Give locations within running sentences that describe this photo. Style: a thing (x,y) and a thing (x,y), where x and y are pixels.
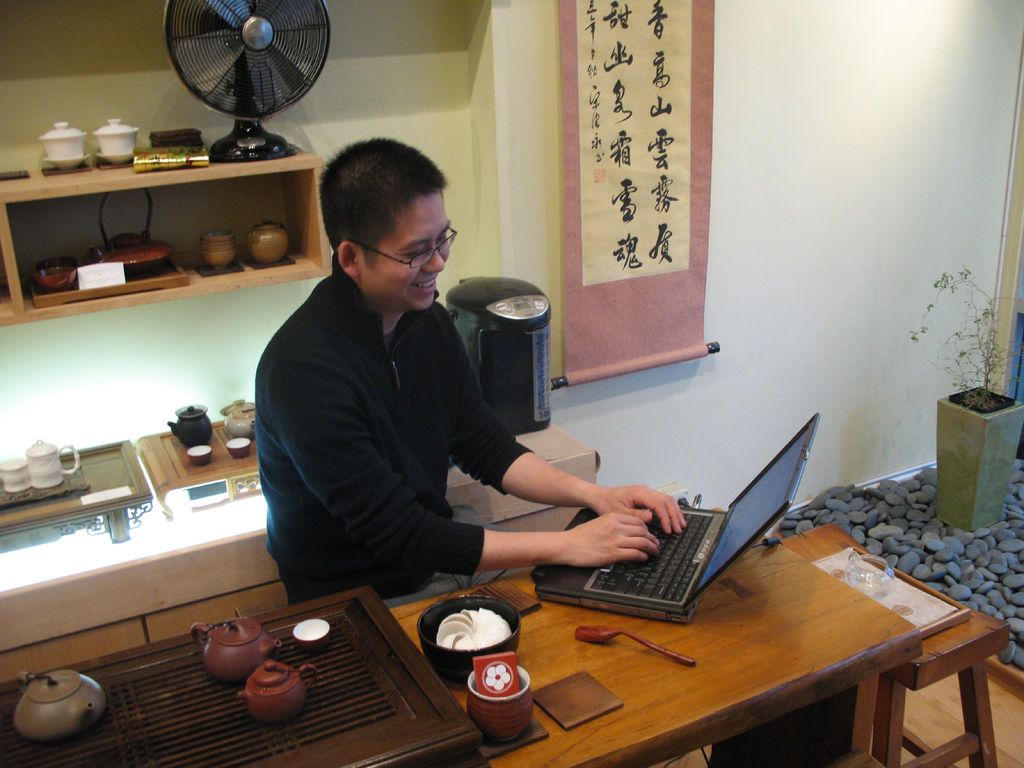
In the center of the image (480,475) there is a man (390,539) sitting before him. There is a table (807,610) we can see a laptop (641,602), bowl (463,654), teapots (273,691), cup (499,724) and a spoon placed on the table (705,699). On the right side (956,571) there are stones (970,542) and a plant (966,494) placed between the stones (938,553). In the background (695,233) there is a scroll (645,182) and shelves (275,179). we can also see a fan (212,156), pots (149,195) and some cups (205,457) placed in the shelves (133,294).
